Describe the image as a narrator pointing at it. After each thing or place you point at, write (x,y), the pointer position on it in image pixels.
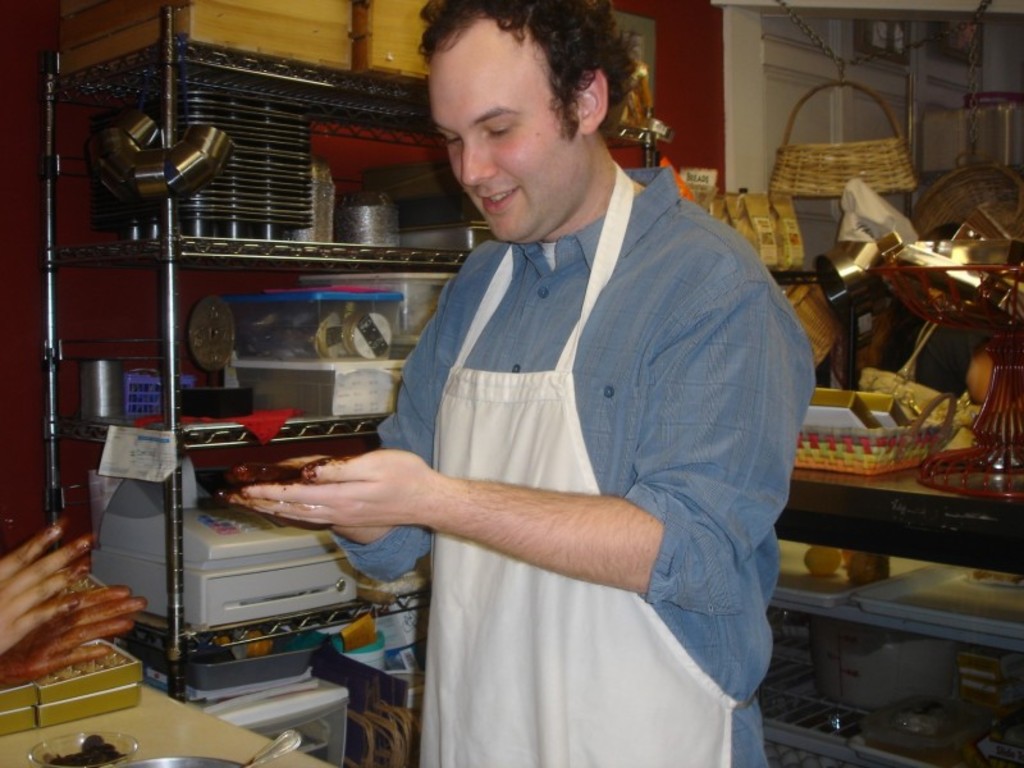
In this image, we can see a person (552,483) wearing an apron (545,469) and smiling. On the left side of the image (84,624), we can see the hands (84,624) of a person (84,624). At the bottom of the image (289,743), there are boxes (69,667), bowl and steel objects (204,766). In the background (865,195), we can see utensils (226,159), boxes (308,694), trays (224,236), baskets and some objects (990,732) are placed on the shelves (278,354). We can see a maroon wall (121,352). On the right side of the image (842,167), there are baskets (839,165) hanging with chains (894,54).
